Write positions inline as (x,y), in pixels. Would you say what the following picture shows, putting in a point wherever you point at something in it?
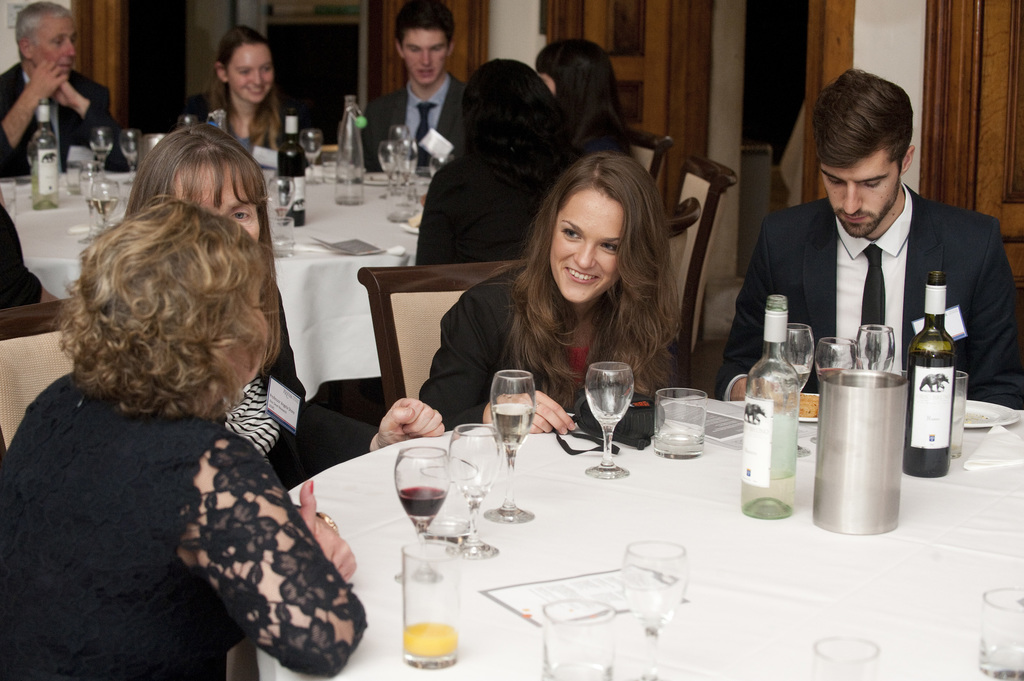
In this picture i can see a number of persons (240,341) sitting around the table (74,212) and they are smiling and there are the bottles (36,174) and glasses (434,615) kept on the table (124,204), on the middle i can see another table (621,460) and there are the bottles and glasses (453,571) kept on the table (395,618) and there are the some persons (501,250) sitting around the table (62,192) and middle person (624,222) she is smiling, she is wearing a black color jacket (484,353).
